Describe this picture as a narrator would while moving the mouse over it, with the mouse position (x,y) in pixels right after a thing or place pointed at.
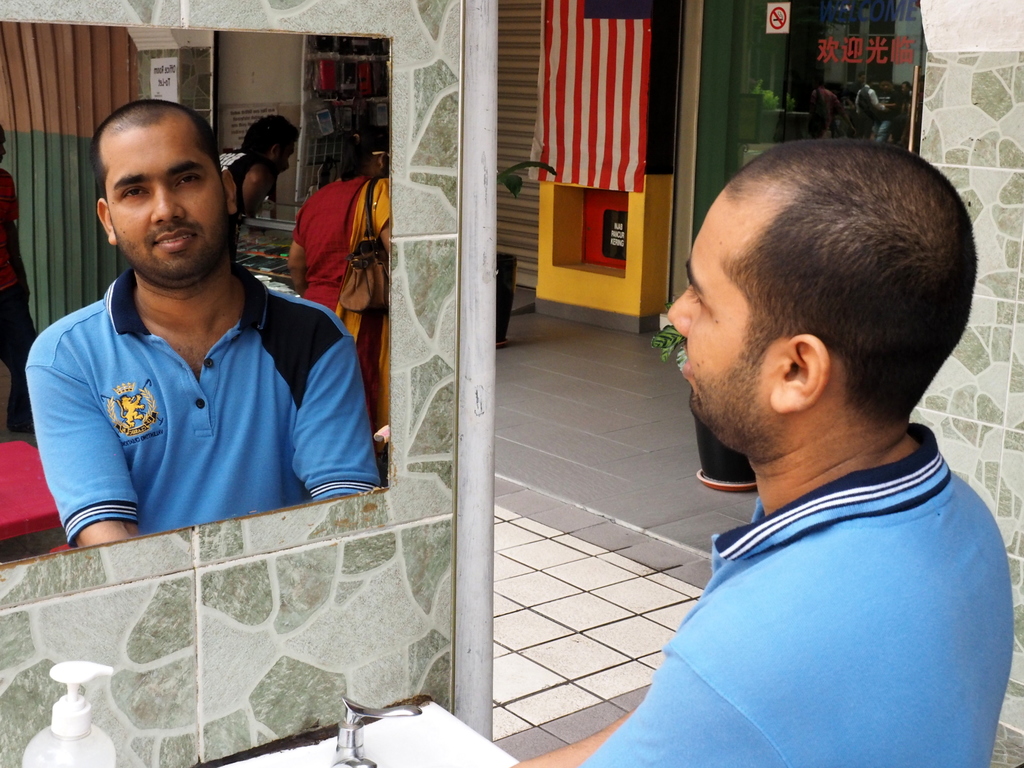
In this image we can see a person (734,420) standing and in front of him there is a wall (454,191) and sink (437,718) and we can see a soap dispenser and on the wall (165,606) we can see a mirror (158,229). On the mirror (235,271) we can see the reflection (310,229) of some people (281,152) and there is a store (327,100). We can see some flower pots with the plants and there is a store (890,60) at the right side (737,108) and we can see a flag (599,175).
